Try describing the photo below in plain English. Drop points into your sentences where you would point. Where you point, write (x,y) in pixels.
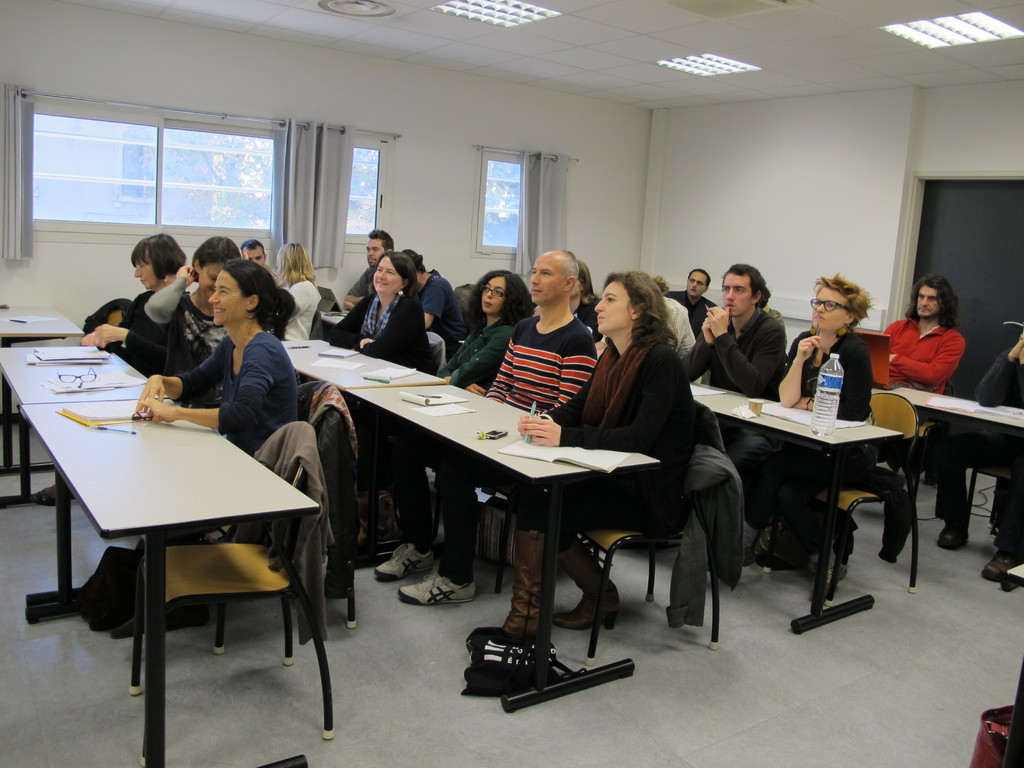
In the image we can see group of persons (518,304) were sitting on chair (303,537). In front of them we can see tables (375,494), on table (524,465) we can see glasses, paper (78,413), pen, water bottle (822,408) etc. And coming to back we can see the curtain (313,169), window (217,174), wall (790,191), board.
